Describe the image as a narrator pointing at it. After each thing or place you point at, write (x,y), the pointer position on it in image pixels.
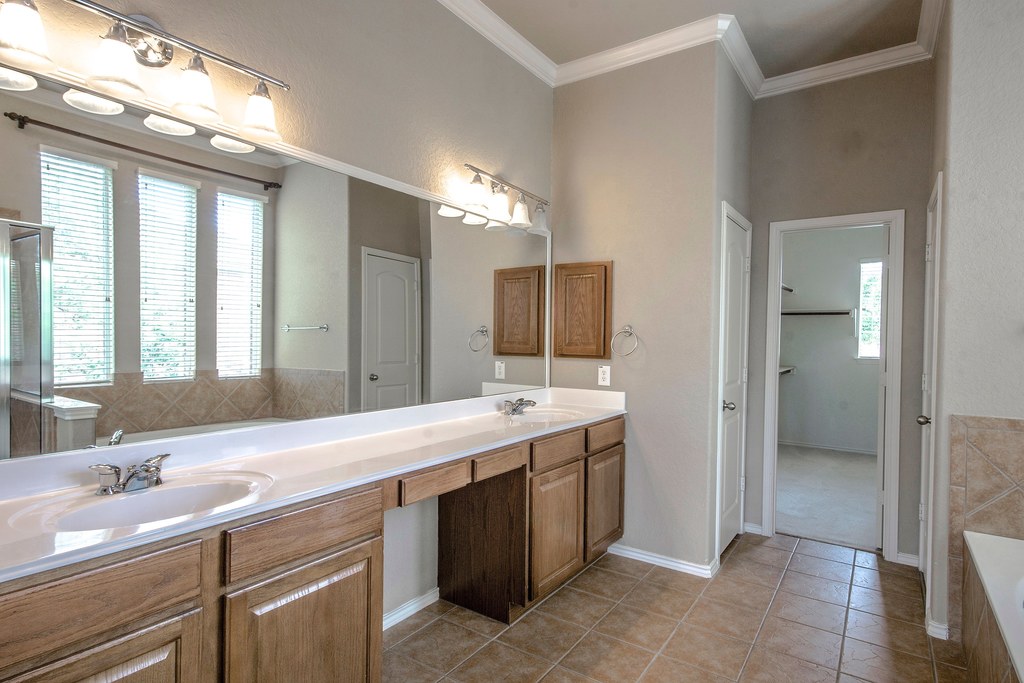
This picture shows the inner view of a building (676,126), some lights (192,103) attached to the wall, one big mirror (394,229) attached to the wall (386,100), two sinks (549,414) with taps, some objects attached to the walls (682,289), one white object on the right side of the image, two doors (925,439), one window (876,289) and some wooden cupboards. In this mirror (101,239), we can see the reflection of a door (401,308), windows (76,256) and some objects (53,334). Through the window (871,302), we can see some green objects (875,315) look like trees (862,327).
